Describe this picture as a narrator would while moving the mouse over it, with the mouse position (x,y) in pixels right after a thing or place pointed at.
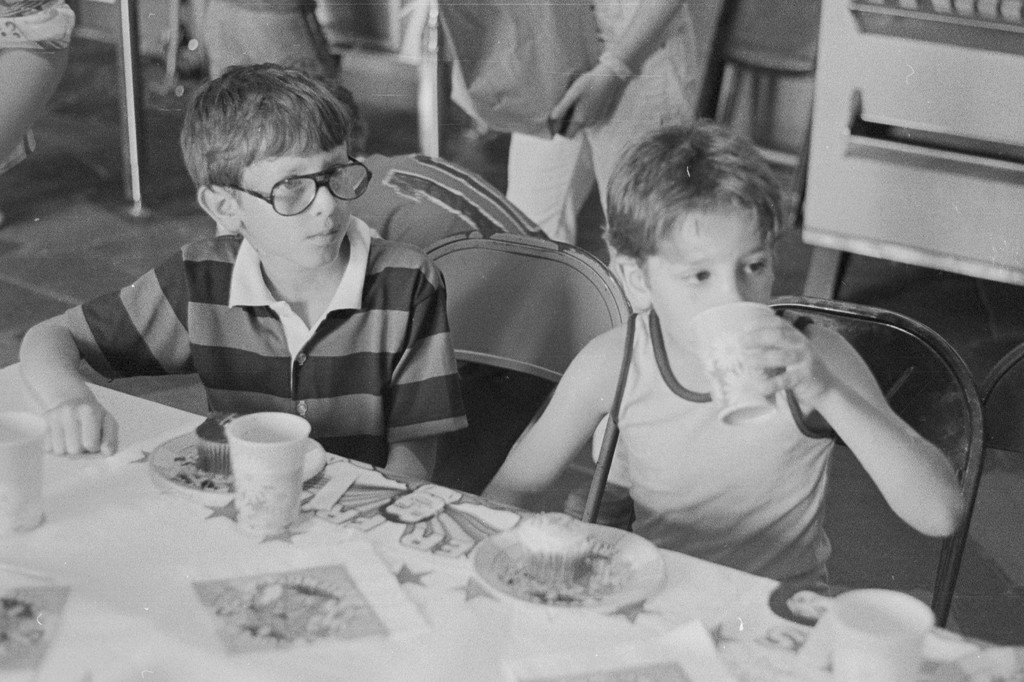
There are a two boys (203,120) who are sitting on a chair (952,384) and they having a cake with cool drink (298,431).
